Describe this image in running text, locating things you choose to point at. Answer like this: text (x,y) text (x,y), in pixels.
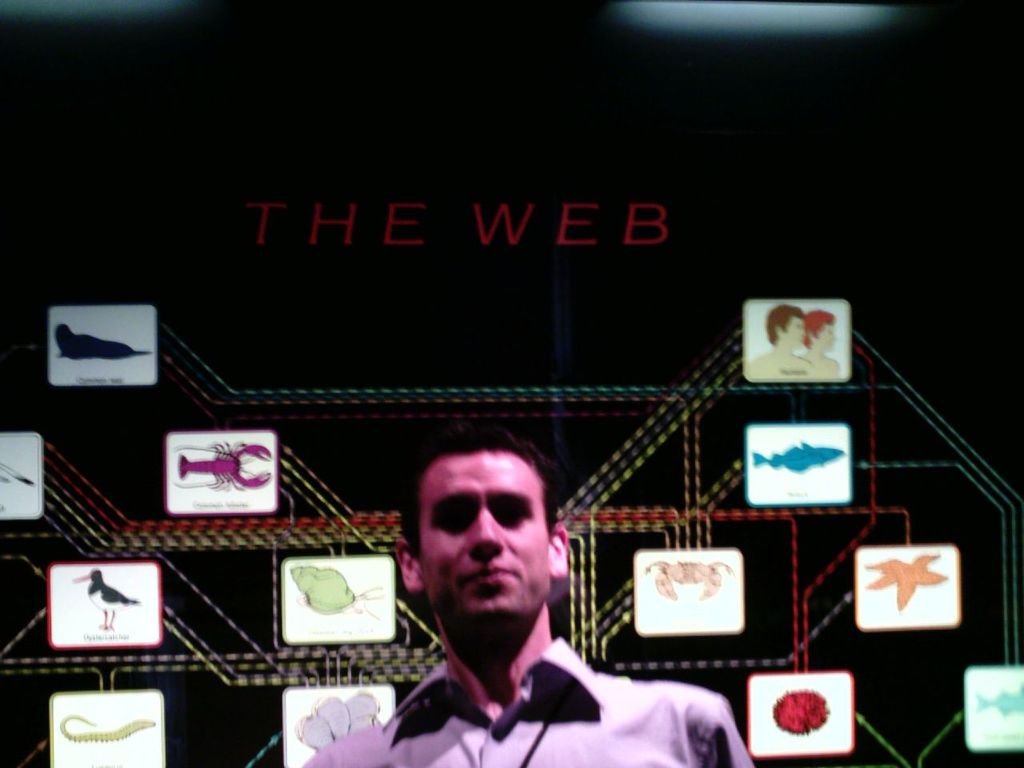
This image consists of a person (549,688), wall paintings (801,458), text (493,235), colored lines (697,429) and dark color. This image is taken may be during night.
